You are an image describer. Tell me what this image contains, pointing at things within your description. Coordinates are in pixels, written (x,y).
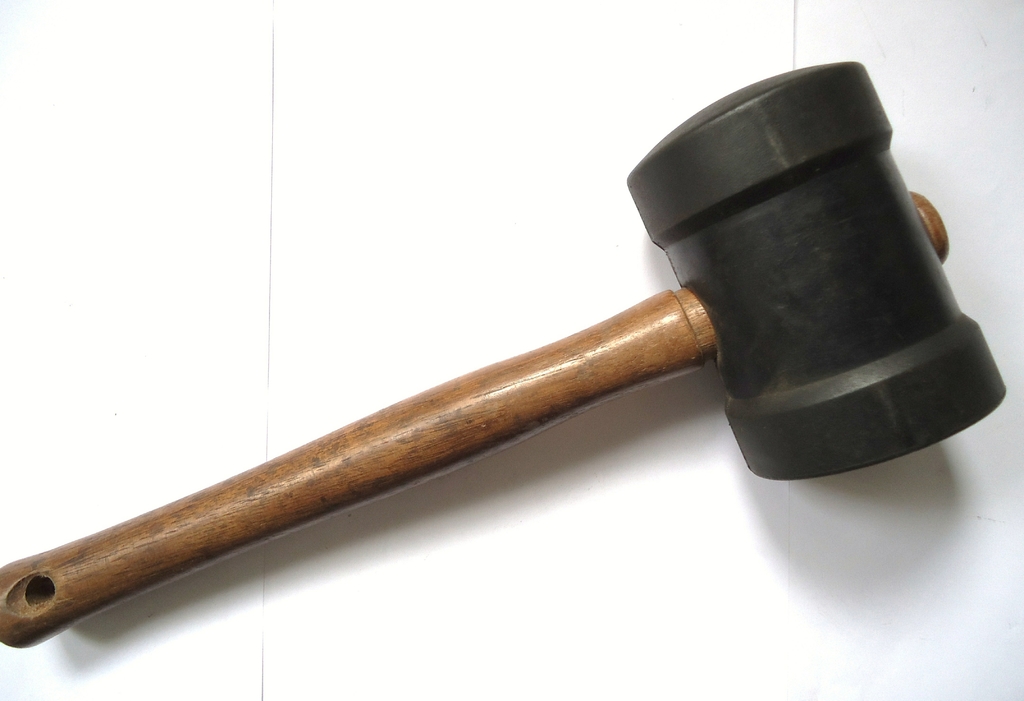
In this image I can see a rubber hammer (798,318) with a wooden stick (511,418).
